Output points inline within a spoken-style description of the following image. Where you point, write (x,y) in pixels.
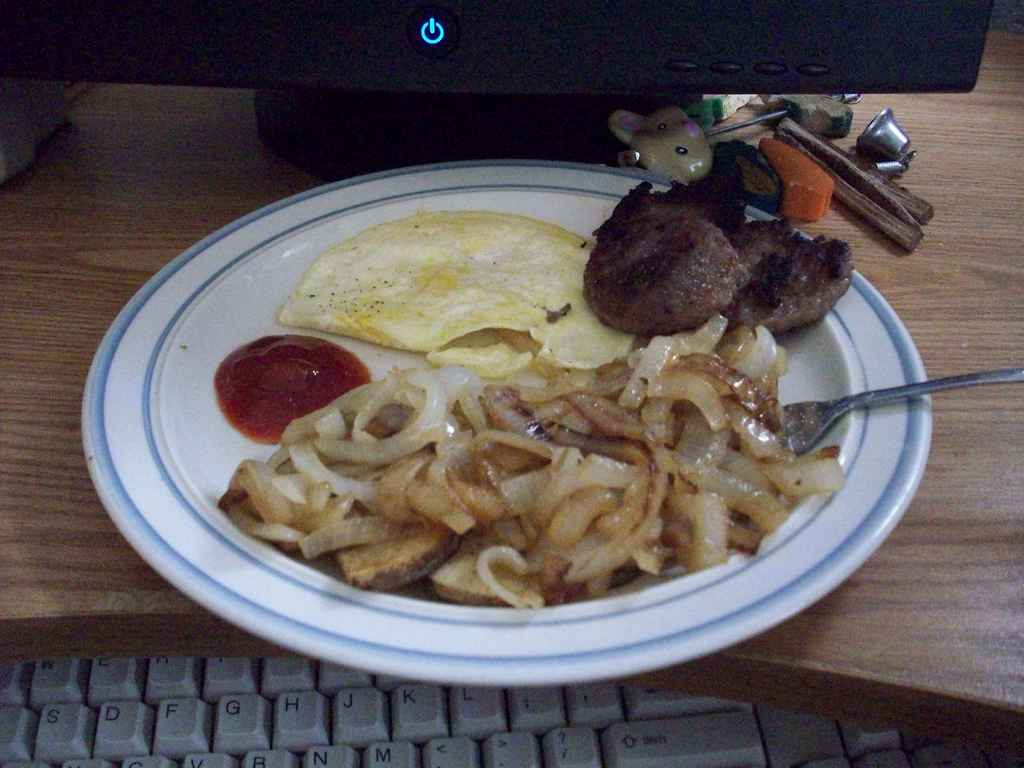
In the center of this picture (659,288) we can see a platter (162,393) containing the food items (558,365) and we can see a toy (687,147), monitor (511,57) and some items (784,121) are placed on the top of the wooden table (948,591). In the foreground (158,743) we can see the keyboard (574,711) and we can see an object (849,407) which seems to be the fork (826,402).
